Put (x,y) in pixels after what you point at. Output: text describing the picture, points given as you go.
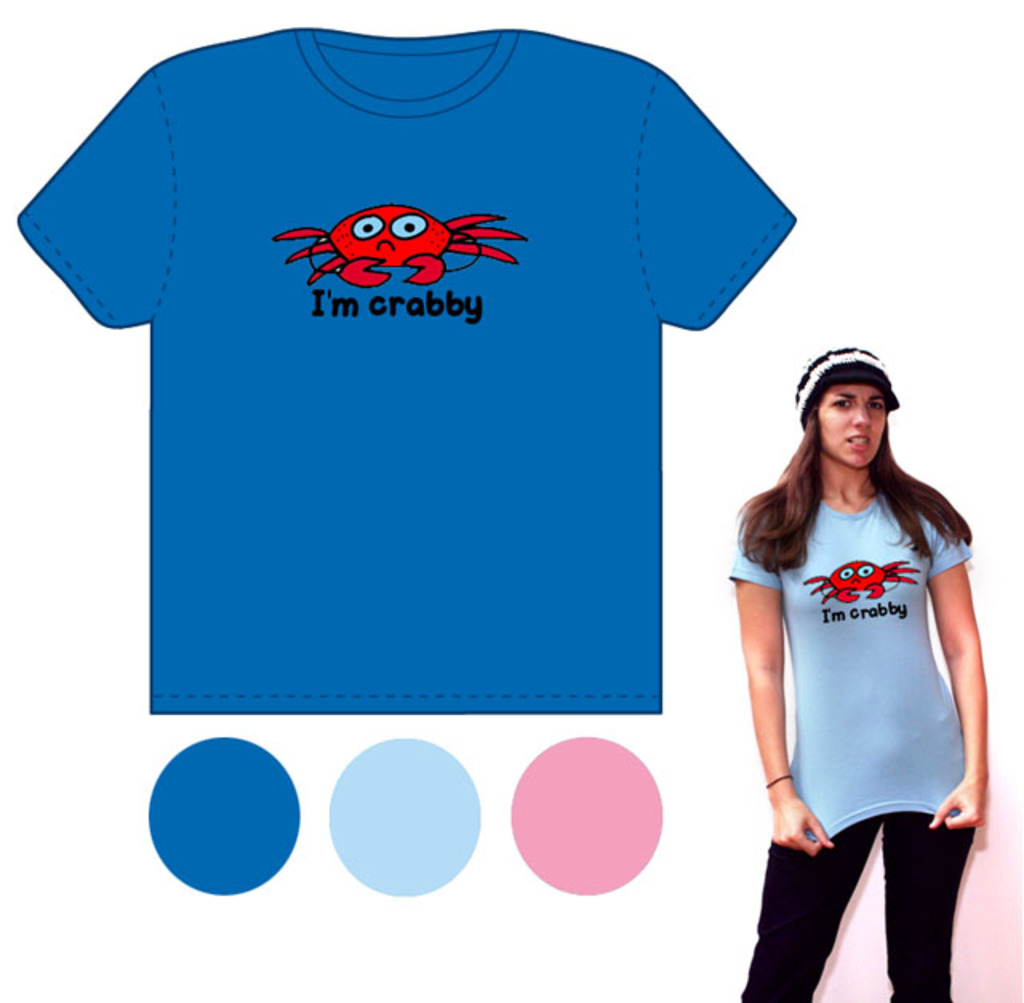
In this picture I see there is a blue color t-shirt (463,411) in the middle of an image (493,442). At the bottom (650,786) there are 3 circles (351,815) with different colors. On the right side (914,652) a beautiful girl (905,662) is standing, she wore blue color t-shirt (908,691) with a red color crab (879,574) on it, she wore a black color trouser (811,920) and a black and white color cap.
